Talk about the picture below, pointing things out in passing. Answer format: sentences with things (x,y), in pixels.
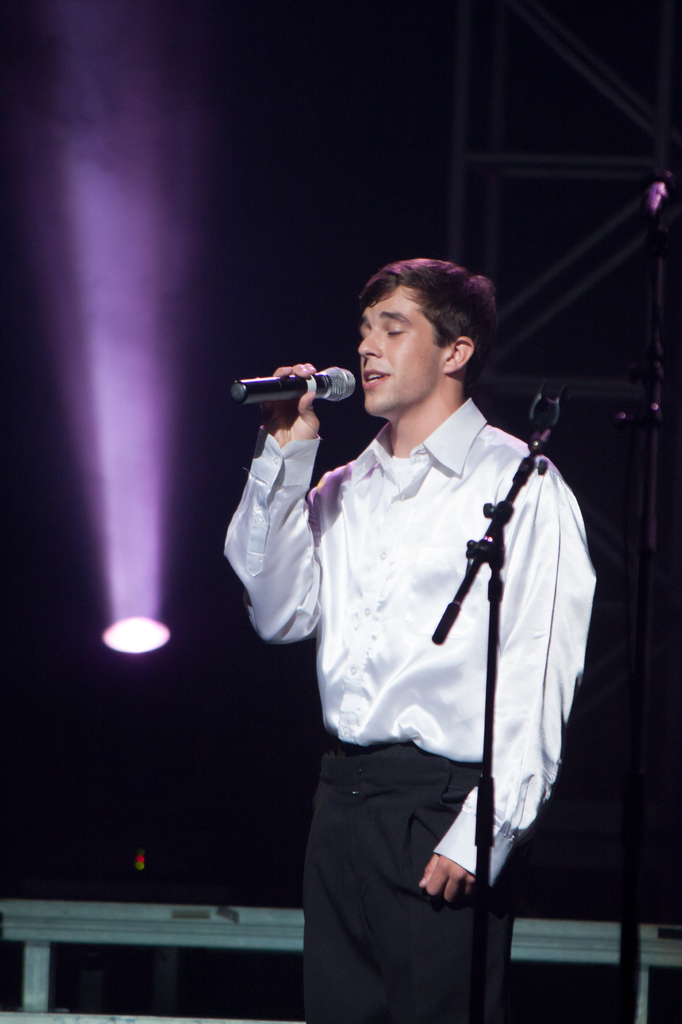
This image is clicked in a hall (199,736). There is a man (345,934), who is wearing white shirt (258,593) and black pant (349,778). He is singing in the mic (253,379). In front of him there is a mic stand (497,559). In the background (137,236), there is a focused light stand (111,638).
